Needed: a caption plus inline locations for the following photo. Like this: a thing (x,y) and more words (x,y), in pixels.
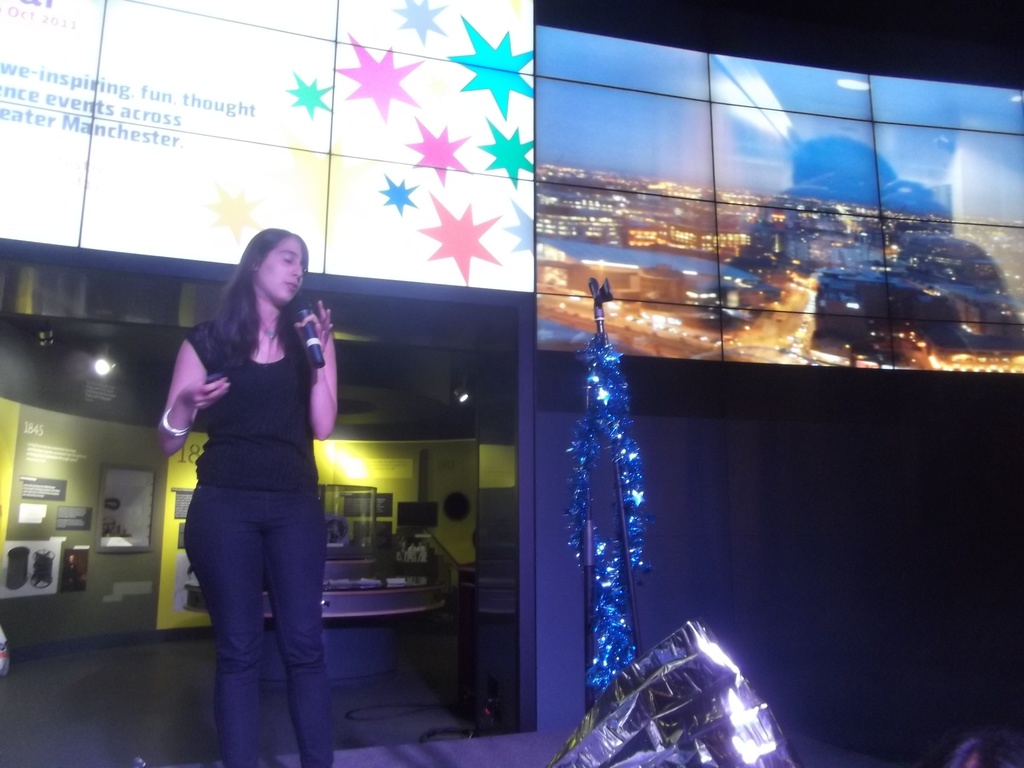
In this image on the left (244,468) there is a woman (262,535) standing and talking holding a mic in her hand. In the front (585,563) there are ribbons (616,575). In the background (424,527) there are frames (114,538) on the wall (74,541) and there is a monitor (410,528). On the top (496,181) there is a banner (195,141) with some text (127,124) written on it, and on the right side (839,248) there is a screen (784,273).
